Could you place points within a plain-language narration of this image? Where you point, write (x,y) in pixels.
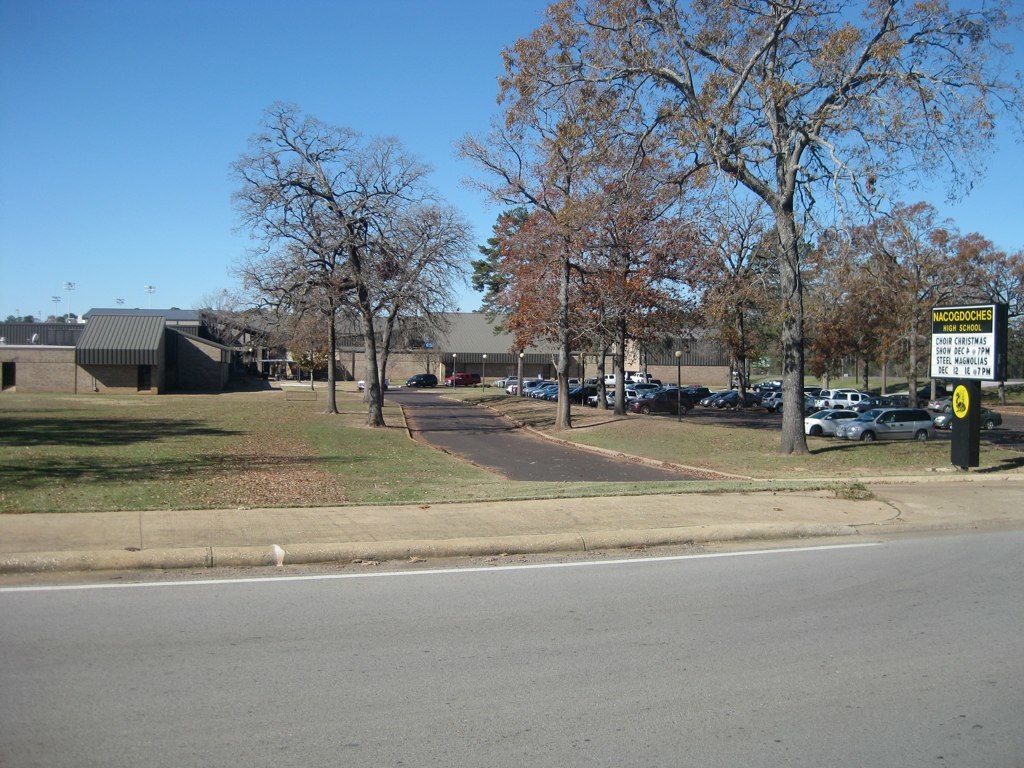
In this image we can see buildings (453,317), trees (754,332), poles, electric lights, ground (139,426), road (377,646), pavement (330,547), motor vehicles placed on the ground (751,436), information boards (940,308) and sky (49,223).
